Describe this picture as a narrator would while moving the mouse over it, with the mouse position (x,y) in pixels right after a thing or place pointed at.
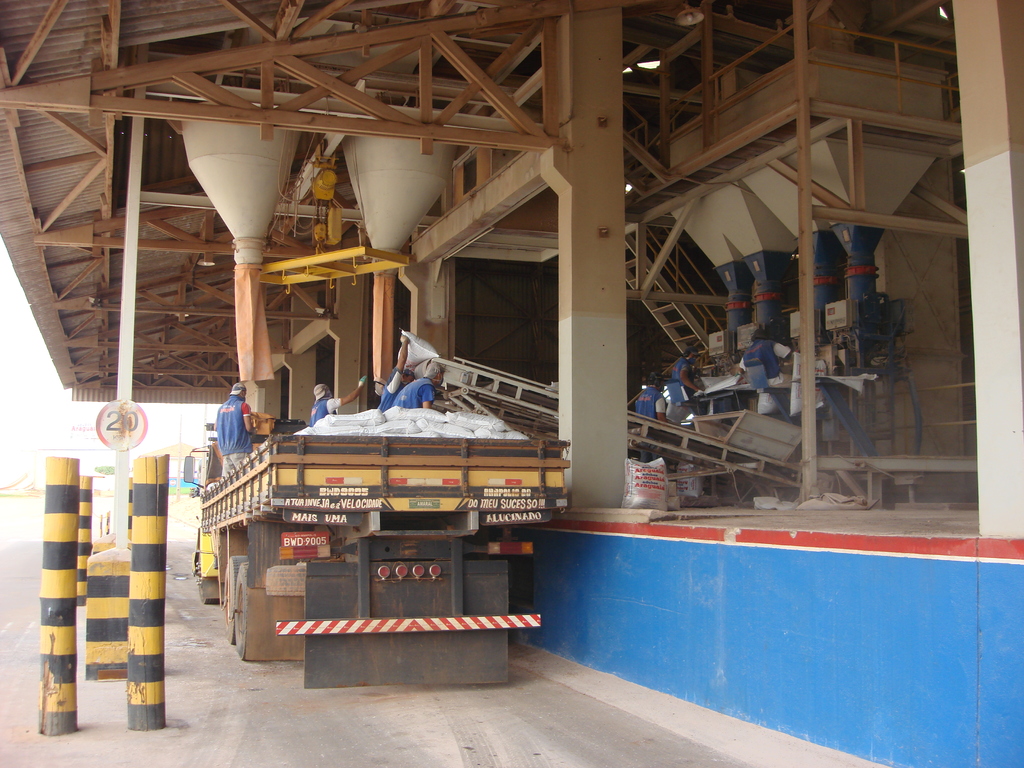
In this image I can see the vehicle (281,448) and I can see group of people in the vehicle (454,452). In the background (593,162) I can see few poles (581,178) and I can also see the sky (29,352) in white color.
